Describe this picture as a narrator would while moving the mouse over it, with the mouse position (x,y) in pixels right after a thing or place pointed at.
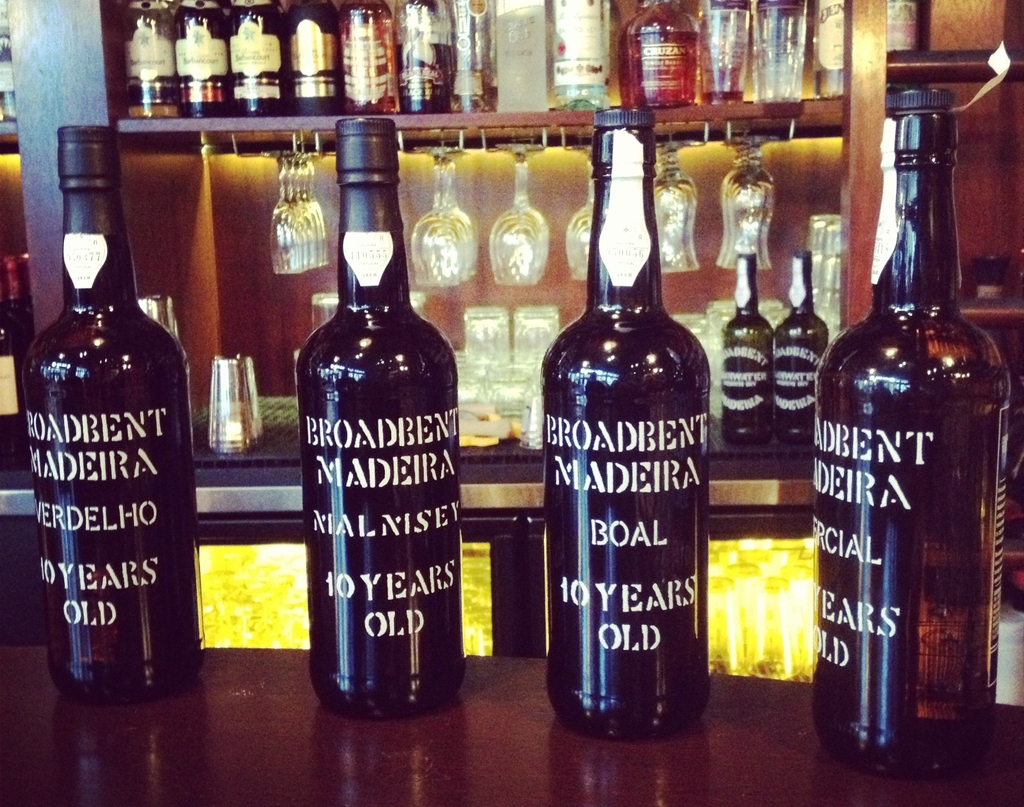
In this picture there are wine bottles (357,627) on the table (363,728) and the wine glasses (449,242) are kept behind them that also some wine bottles (408,69) kept in shelf (109,64).
